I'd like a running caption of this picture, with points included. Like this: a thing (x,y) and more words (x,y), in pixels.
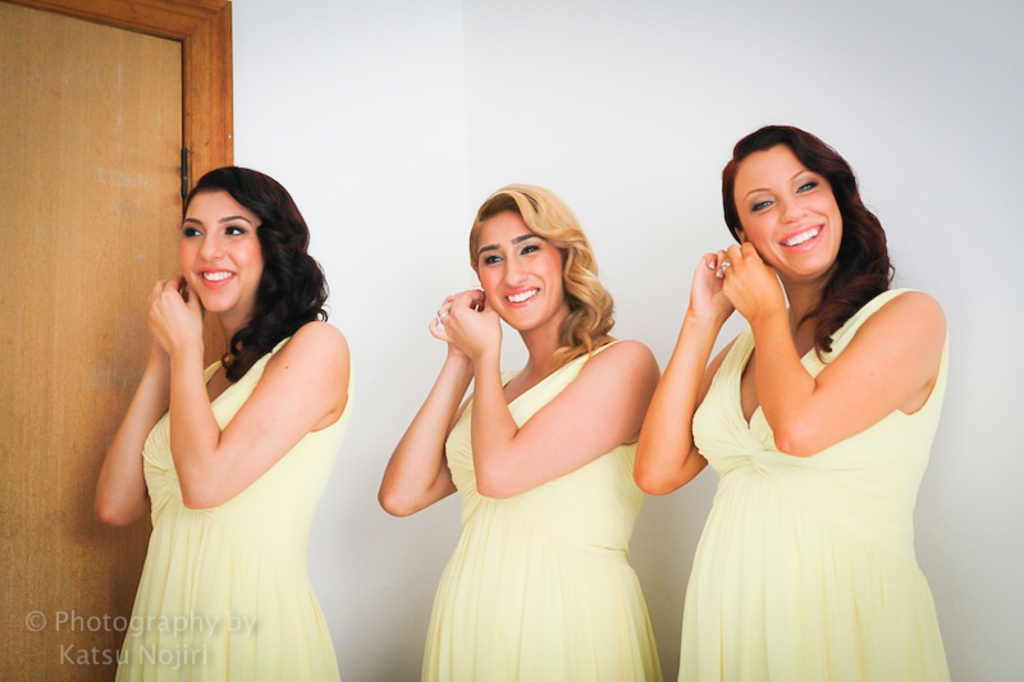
In this image, we can see three ladies (510,219) standing and smiling and in the background (210,104), there is a door (154,107) and a wall (416,104). At the bottom (217,625), we can see some text (101,630).
